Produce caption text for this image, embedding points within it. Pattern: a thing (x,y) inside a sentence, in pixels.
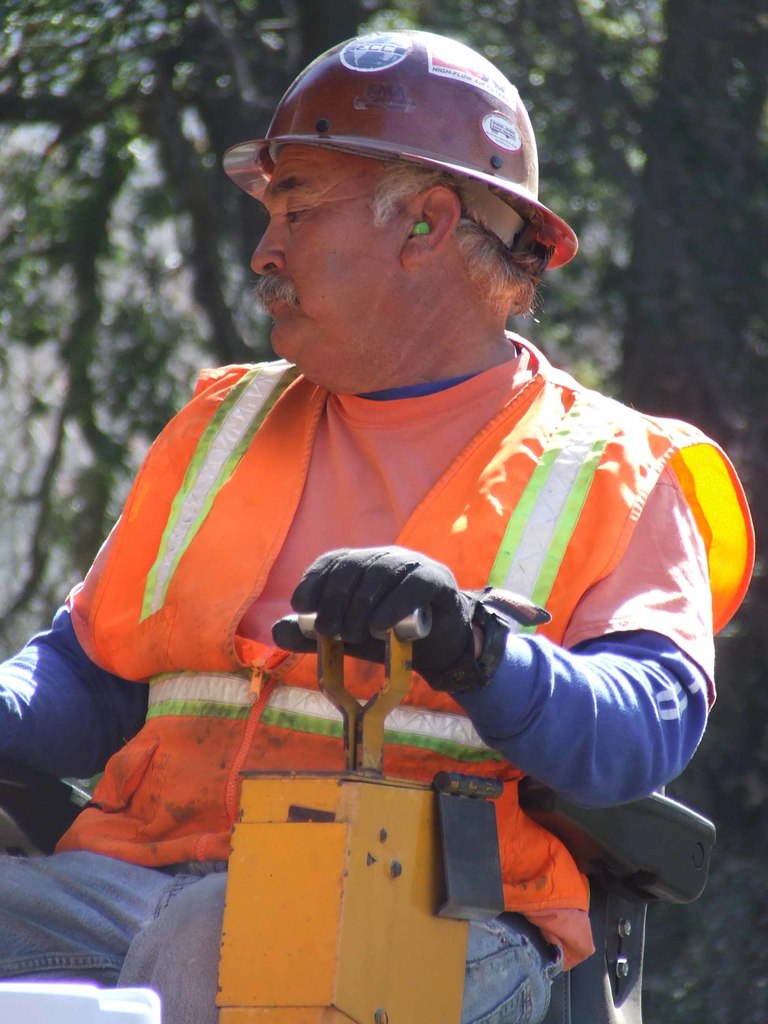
In the picture I can see a person (525,471) wearing helmet (545,221) is sitting and placed one of his hand (467,634) on a yellow color object (379,736) in front of him and there are few trees (151,101) in the background (494,47).
